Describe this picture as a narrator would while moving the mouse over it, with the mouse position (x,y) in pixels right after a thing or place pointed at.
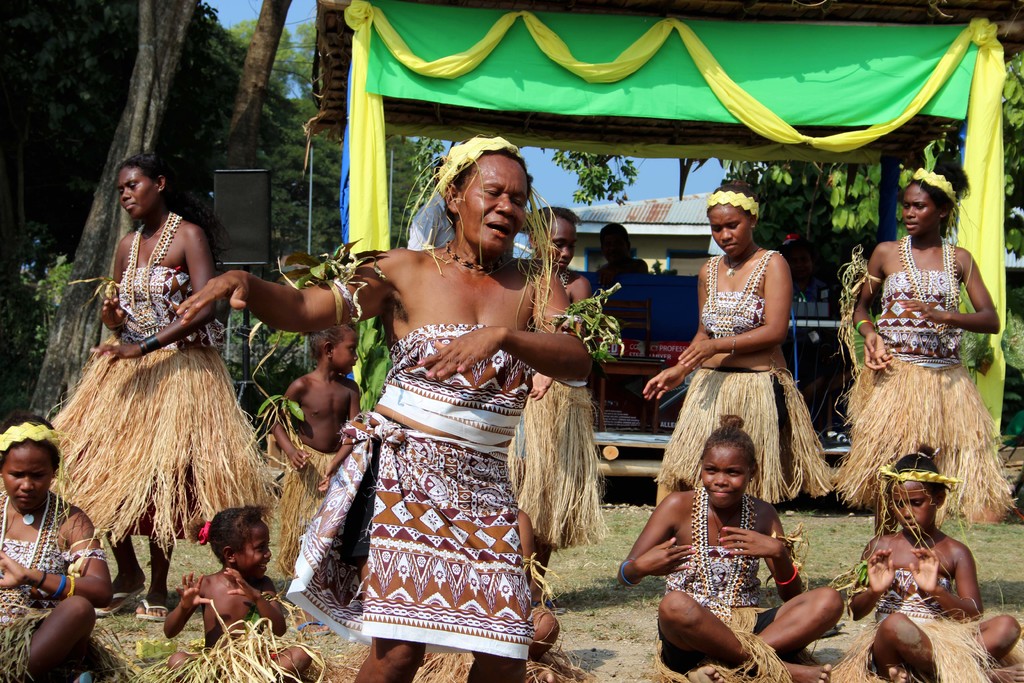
In this picture, we see women (366,545) wearing costumes (523,418) are dancing. Behind them, we see a table (638,369) on which red box (675,345) is placed. We see a yellow curtain (996,242) and a green color sheet (722,111). In the background (300,204), there are trees (819,212) and buildings (684,211).
